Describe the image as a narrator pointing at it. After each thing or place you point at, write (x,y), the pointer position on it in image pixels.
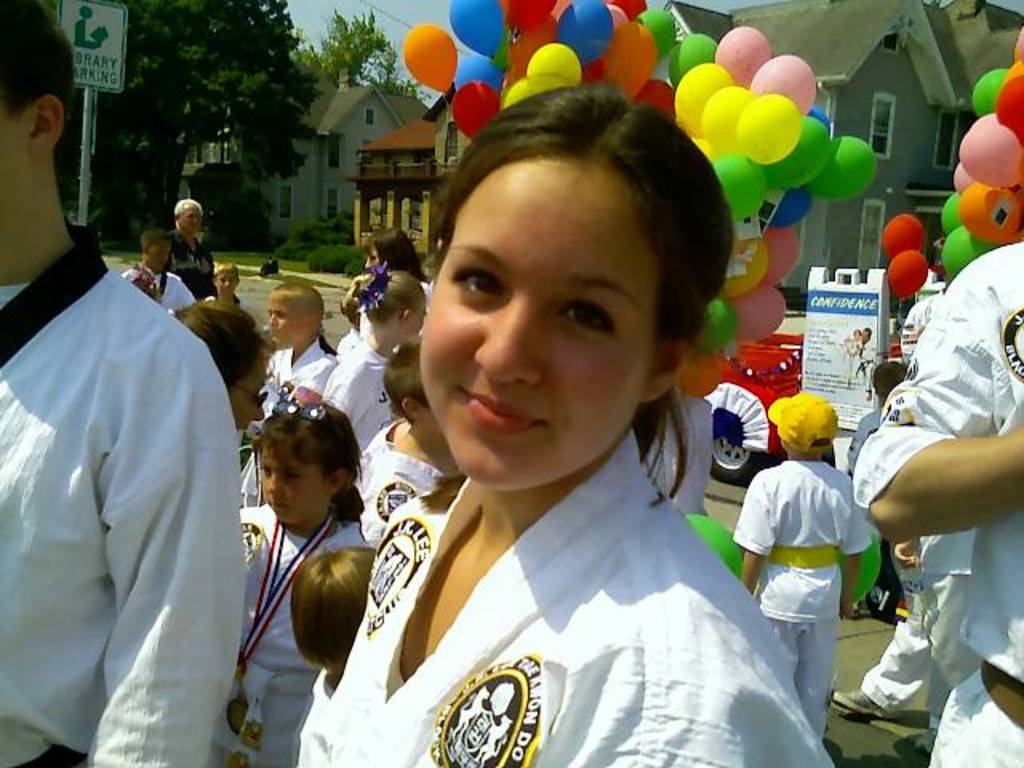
In this image we can see group of people (734,634) wearing dress (574,496). One girl (308,549) wearing a medal (296,554). In the center of the image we can see group of balloons (561,59), a vehicle (753,360) parked on ground (736,495). A board (848,374) with some text (845,411) and pictures (852,372). In the background (91,57), we can see a sign board (98,43) with text (92,75), group of buildings (910,175) with windows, roof (943,50) and the sky (387,10).
